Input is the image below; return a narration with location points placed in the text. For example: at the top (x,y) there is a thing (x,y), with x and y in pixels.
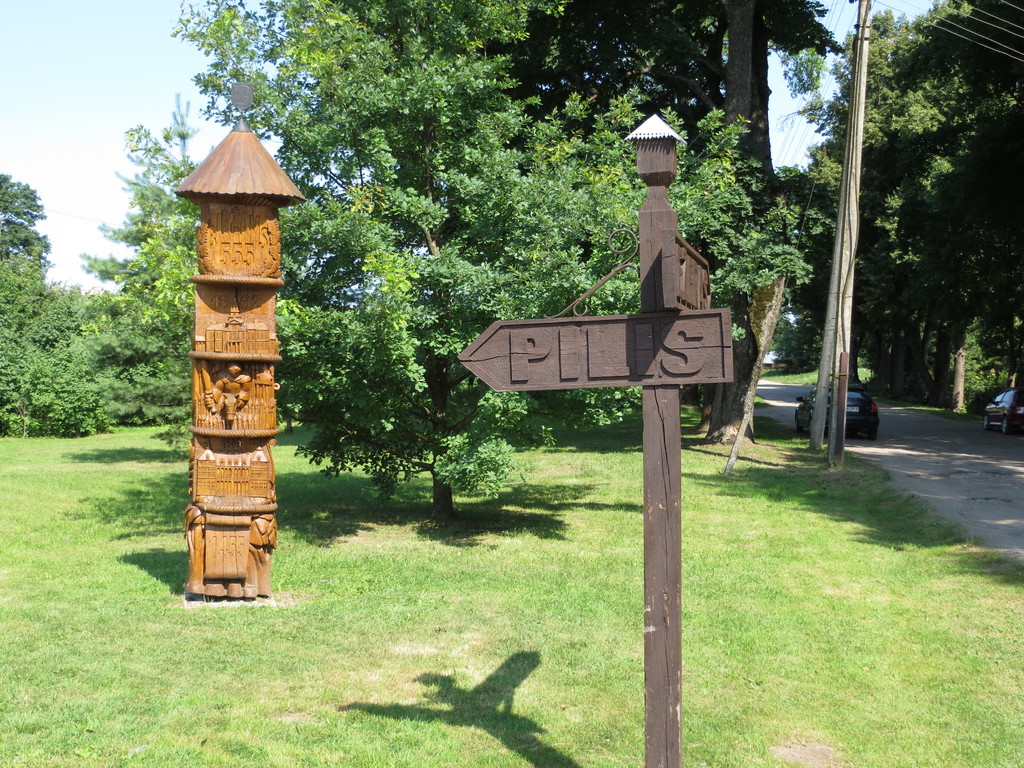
In this image we can see a pole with boards (645,335) and there is some text (633,376) on the boards (672,375) and we can see a wooden sculpture (270,486). There are some trees (991,381) and grass (52,518) on the ground (505,753) and we can see two vehicles (854,405) on the road (957,502) and there are two poles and at the top (785,95) we can see the sky (10,45).
